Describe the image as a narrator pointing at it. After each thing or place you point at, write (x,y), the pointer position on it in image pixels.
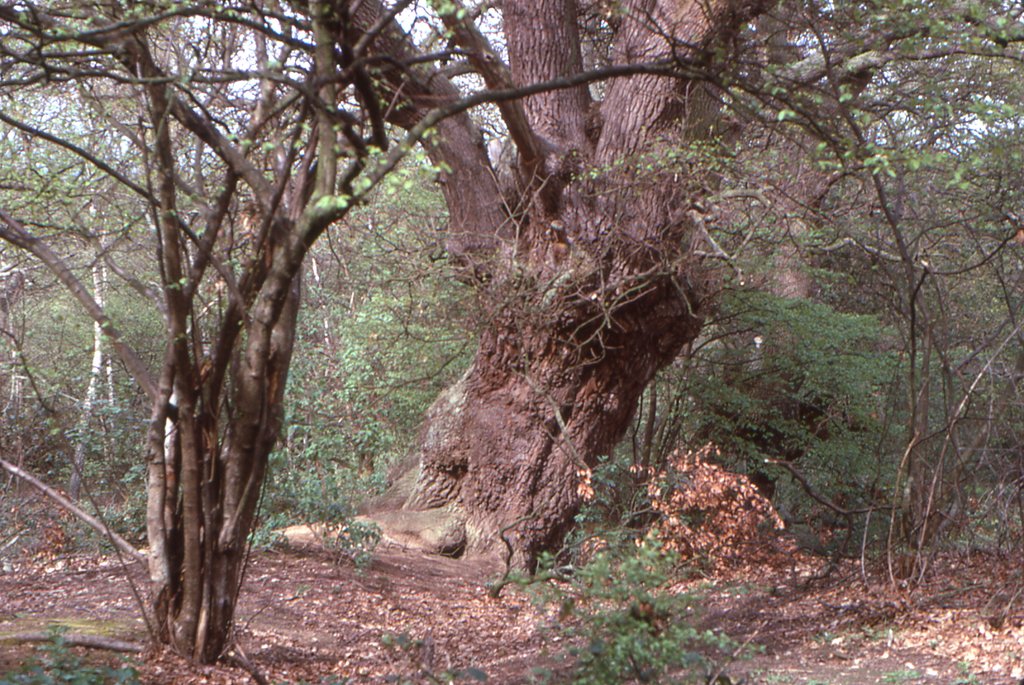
In this image there is a tree trunk (557,152) in the middle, around it there are some trees (754,283), behind the trees (317,59) there may be the sky (68,126).
